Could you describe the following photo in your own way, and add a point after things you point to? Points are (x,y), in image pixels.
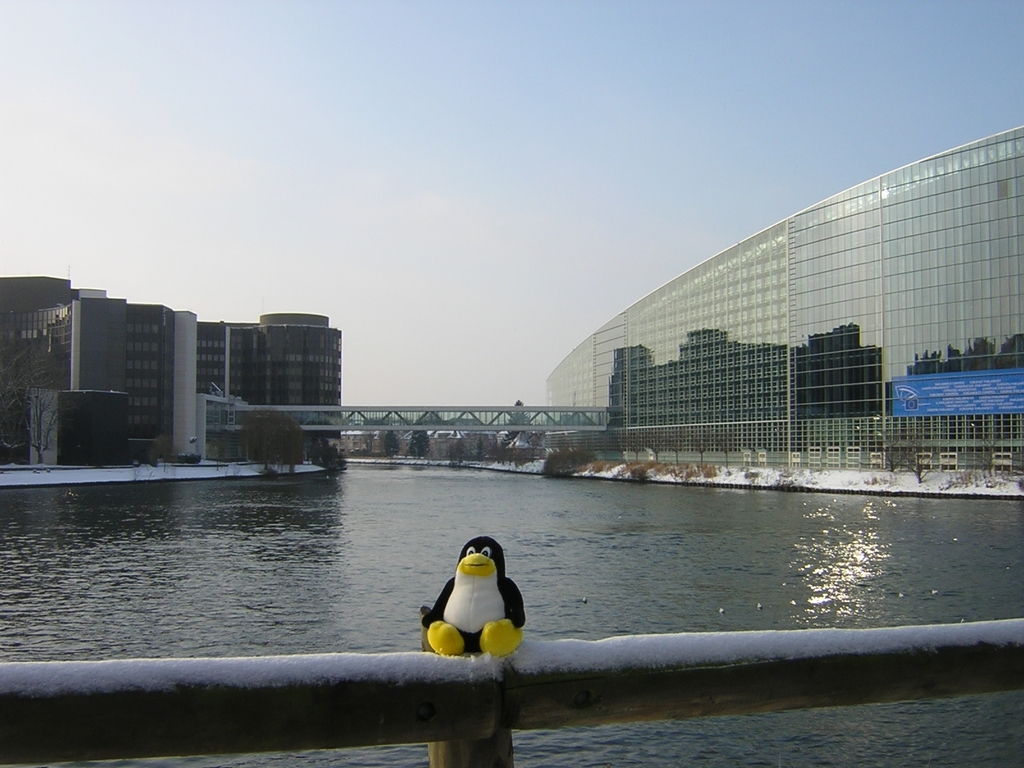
In this image there is a railing (505,696). There is a toy (471,602) on the railing (474,737). Behind the railing (480,725) there is the water (327,525). In the background (149,409) there are buildings (154,359) and trees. In the center (420,420) there is a bridge (418,421). At the top (399,108) there is the sky (228,120). To the right (914,381) there is a board (947,401) with text (947,401) on a building (875,421).
